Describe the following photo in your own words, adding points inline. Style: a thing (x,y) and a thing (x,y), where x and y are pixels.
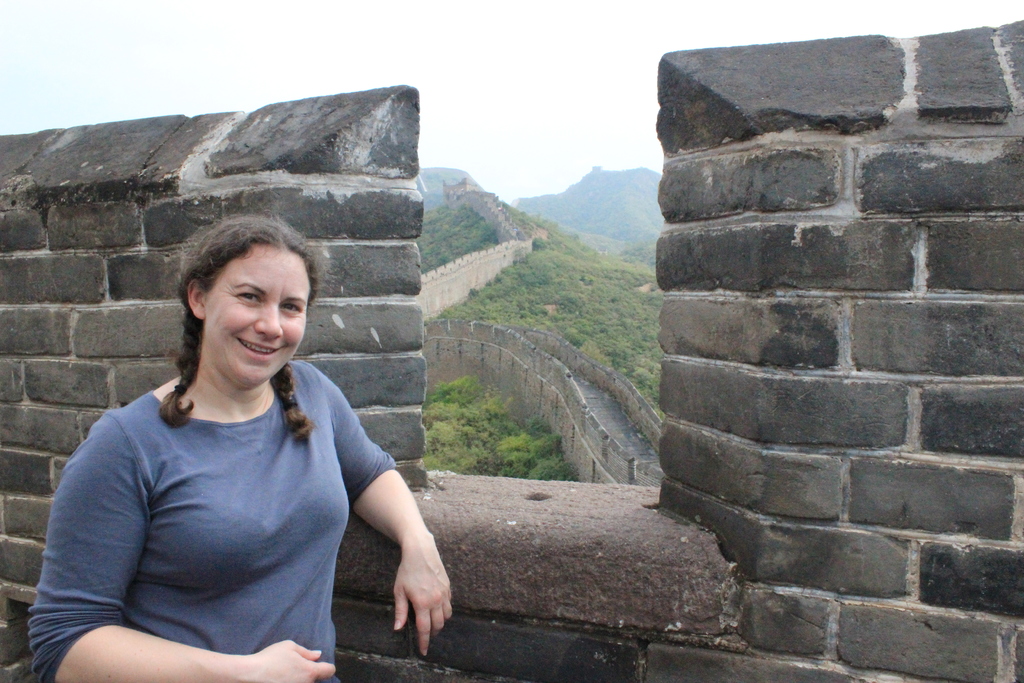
In the picture I can see a woman (271,500) is standing and smiling. The woman (208,417) is wearing a grey color t-shirt (180,515). In the background (583,287) I can see fence (518,384), trees (597,283), mountains (553,227), the sky (553,121) and some other objects (537,392).
